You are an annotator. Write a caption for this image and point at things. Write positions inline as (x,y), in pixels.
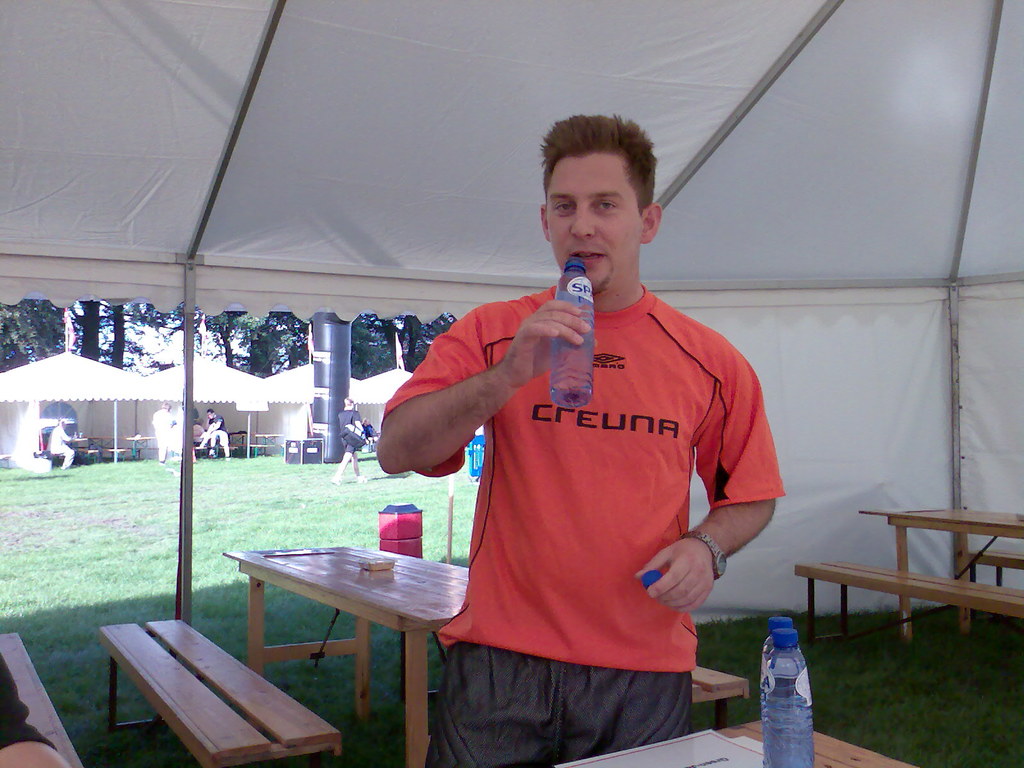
In this image there is a person (407,439) standing under the tent (589,102) is holding a bottle (557,396) is having a watch (719,566). Before him there is a table (844,752) having two bottles (780,673) and papers (681,749) on it. This is a grassy land (245,541). A person (350,418) is walking on grass (352,474). Background (6,382) there are few tents (17,391) in which few people (213,425) are sitting and few (168,445) are standing. The background of image (10,328) there are few trees (275,325).
